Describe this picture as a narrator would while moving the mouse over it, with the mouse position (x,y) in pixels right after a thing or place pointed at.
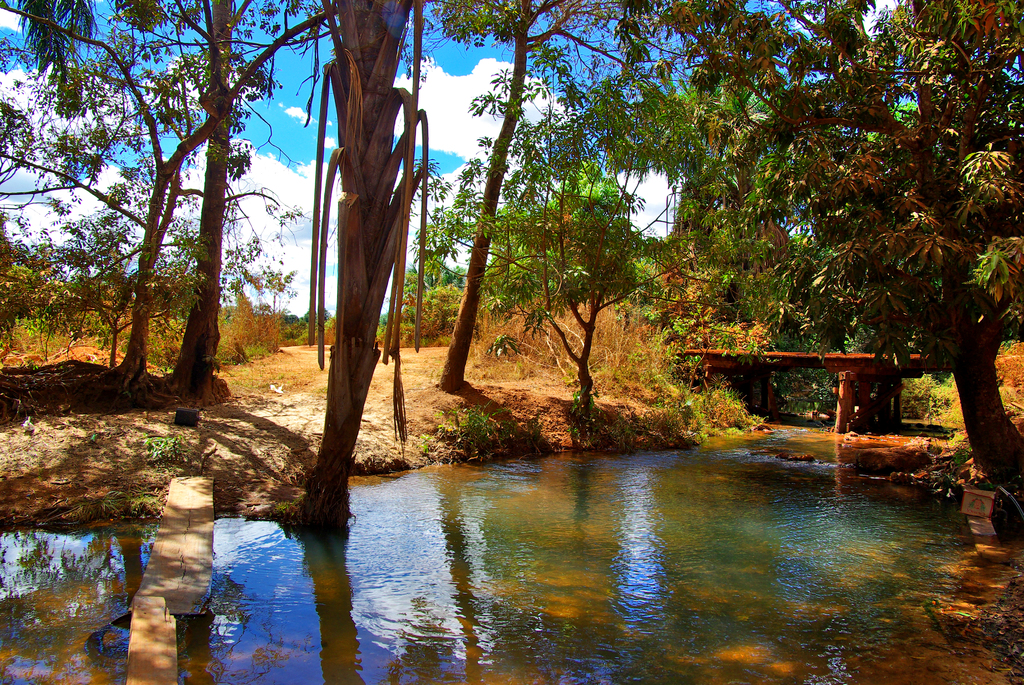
In this picture we can see the reflections (38,575) of a few objects (240,621) on the water (352,629). There are wooden objects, a bridge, trees (469,345), other objects (917,443) and the cloudy sky (466,78).
